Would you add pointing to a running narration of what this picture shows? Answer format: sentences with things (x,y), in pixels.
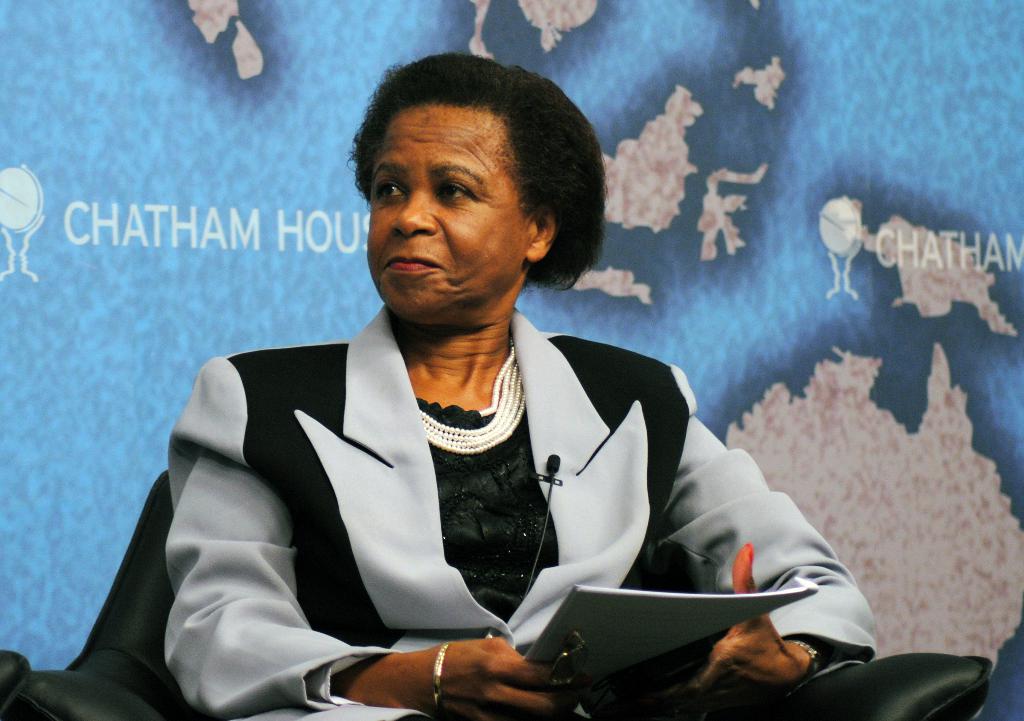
In this picture I can see a woman (198,454) seated on the chair (150,516) and holding papers (662,647) in her hands (522,664) and I can see a hoarding (696,172) on the back (696,283) with some pictures (856,209) and text (260,241).
